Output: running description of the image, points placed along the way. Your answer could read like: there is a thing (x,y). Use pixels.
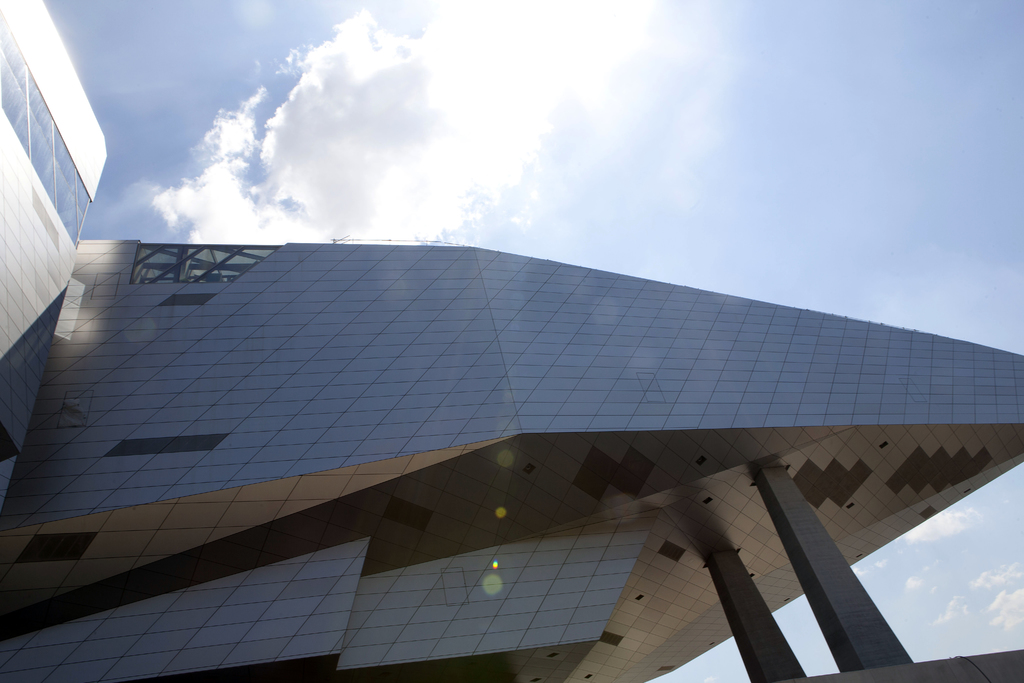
In this image we can see there is a building (586,470). In the background (727,180) there is the sky (736,196).
